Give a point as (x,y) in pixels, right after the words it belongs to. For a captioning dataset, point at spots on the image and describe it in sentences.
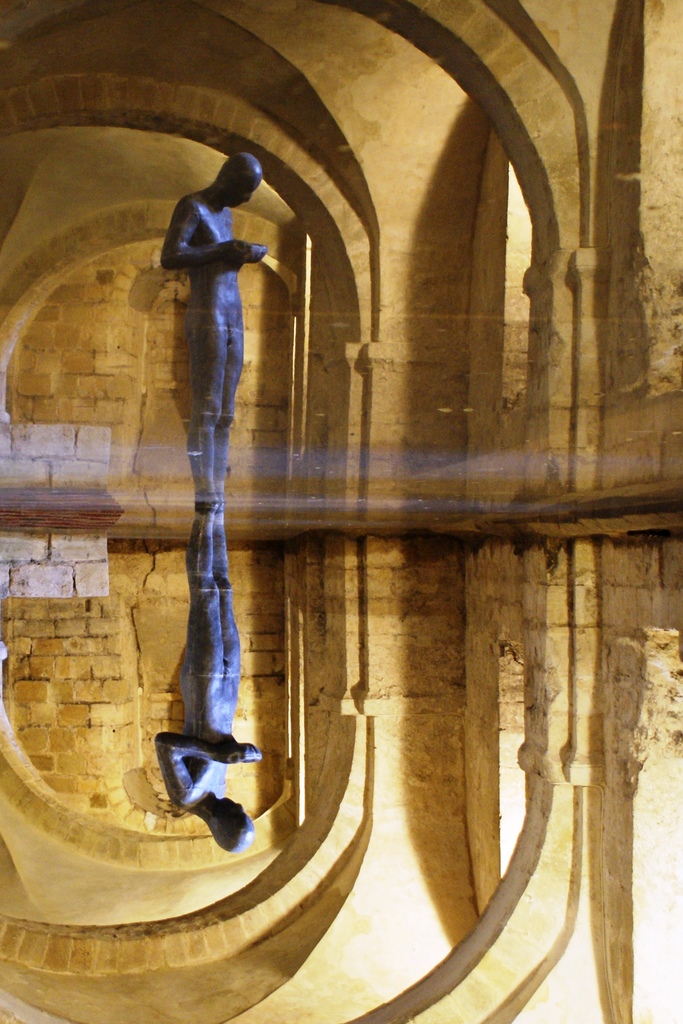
This image consists of a statue (200,336). It looks like edited. In the background (74,313), we can see a wall (273,282) along with the pillars (593,341). It looks like an old fort (291,329).
